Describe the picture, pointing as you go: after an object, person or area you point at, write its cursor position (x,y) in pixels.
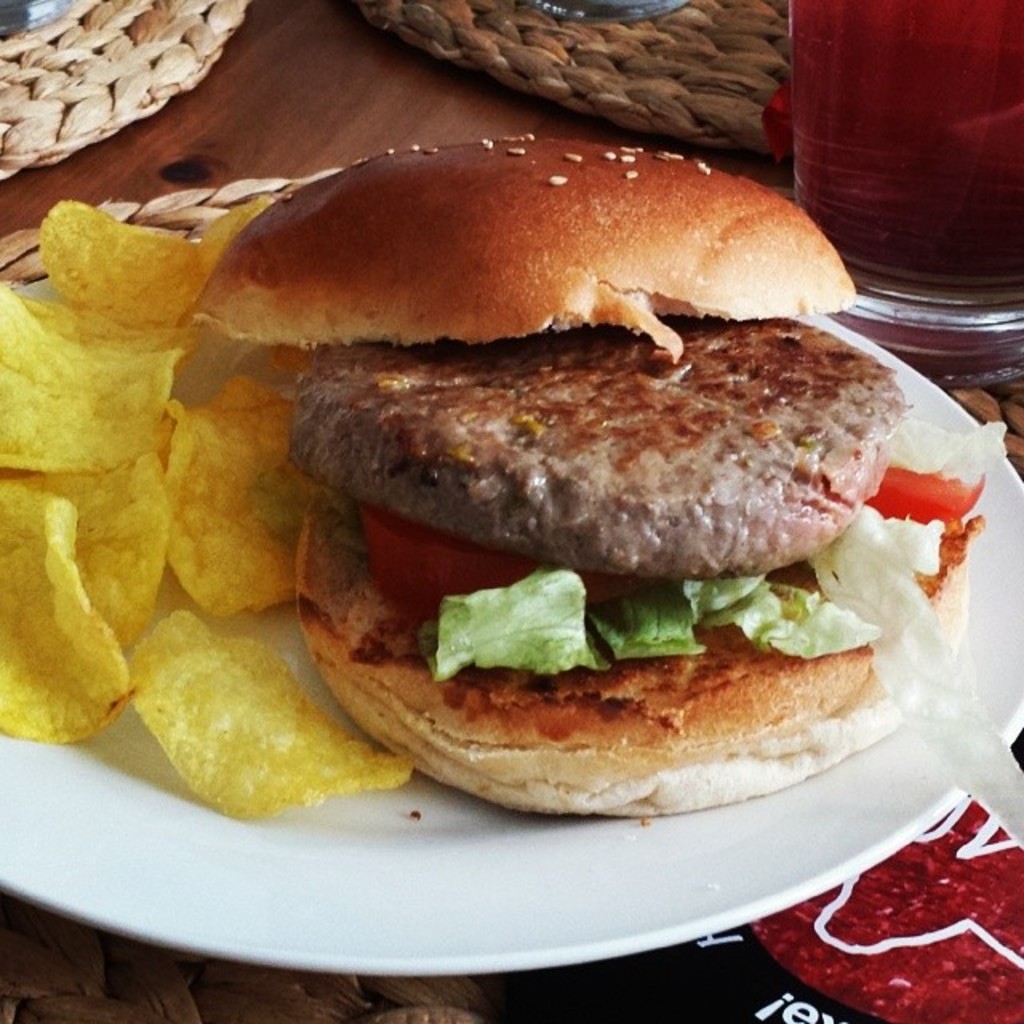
In this image there is a Burger (426,320) and chips (114,572) on the plate (928,799) on the table mat (9,278), and in the background (851,58) there is a glass (940,383) with liquid (807,126) in it and there are table mats (529,60) on the table (135,150).
